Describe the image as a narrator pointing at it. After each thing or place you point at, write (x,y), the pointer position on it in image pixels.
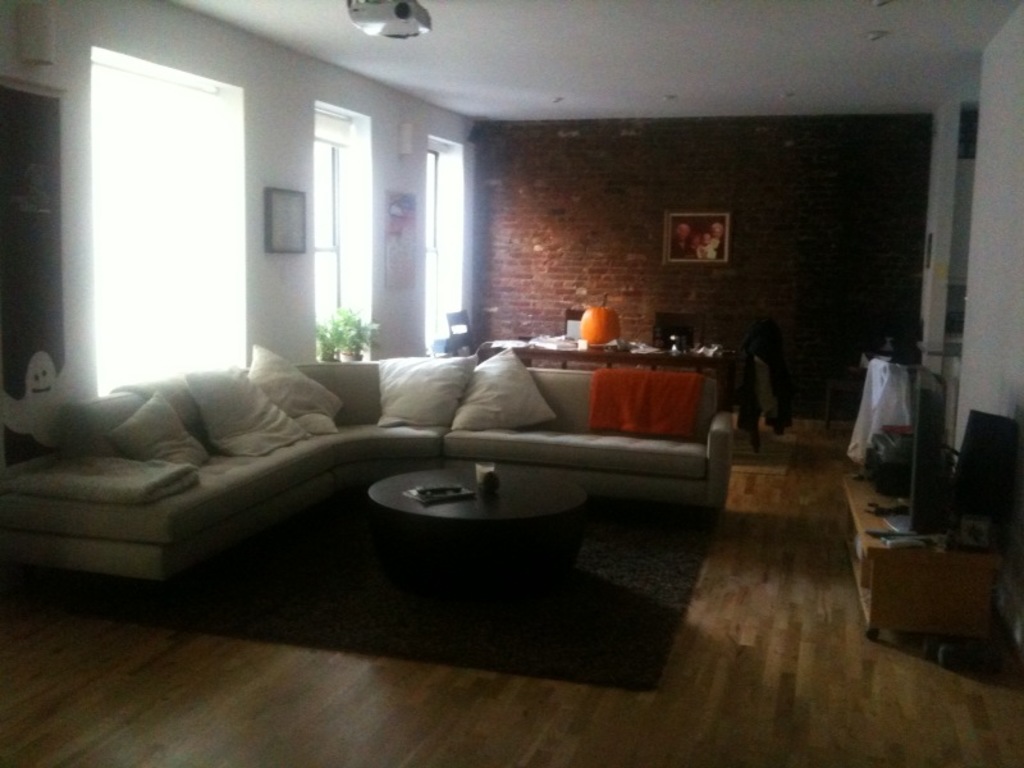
In the middle (428,428) there is a sofa (461,430) on that there are many pillows (315,405), in front of the sofa (581,417) there is a table (531,499). I think this is a house (692,274). In the back ground (745,227) there is a wall (756,237), photo frame (719,255), table (587,360), chair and window (340,210). At the top (382,33) there is a projector (390,20).
